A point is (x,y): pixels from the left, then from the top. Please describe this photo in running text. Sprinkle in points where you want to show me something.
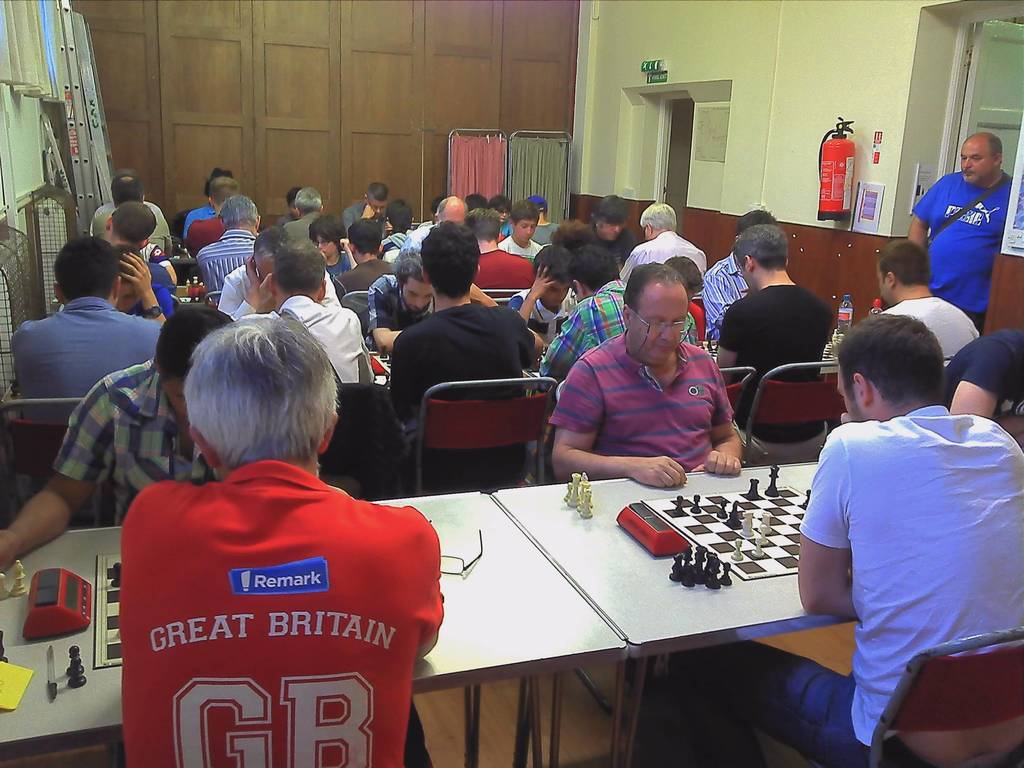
In this picture, There is a table (706,604) which is in white color on that table (728,586) there some chess boards (758,523) and there are some people (906,528) sitting on the chairs (806,370) around the tables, In the background (379,161) there is a brown color wall (323,71) in the right side (686,12) there is a white color wall (772,79) and there is a red color object (834,179).
